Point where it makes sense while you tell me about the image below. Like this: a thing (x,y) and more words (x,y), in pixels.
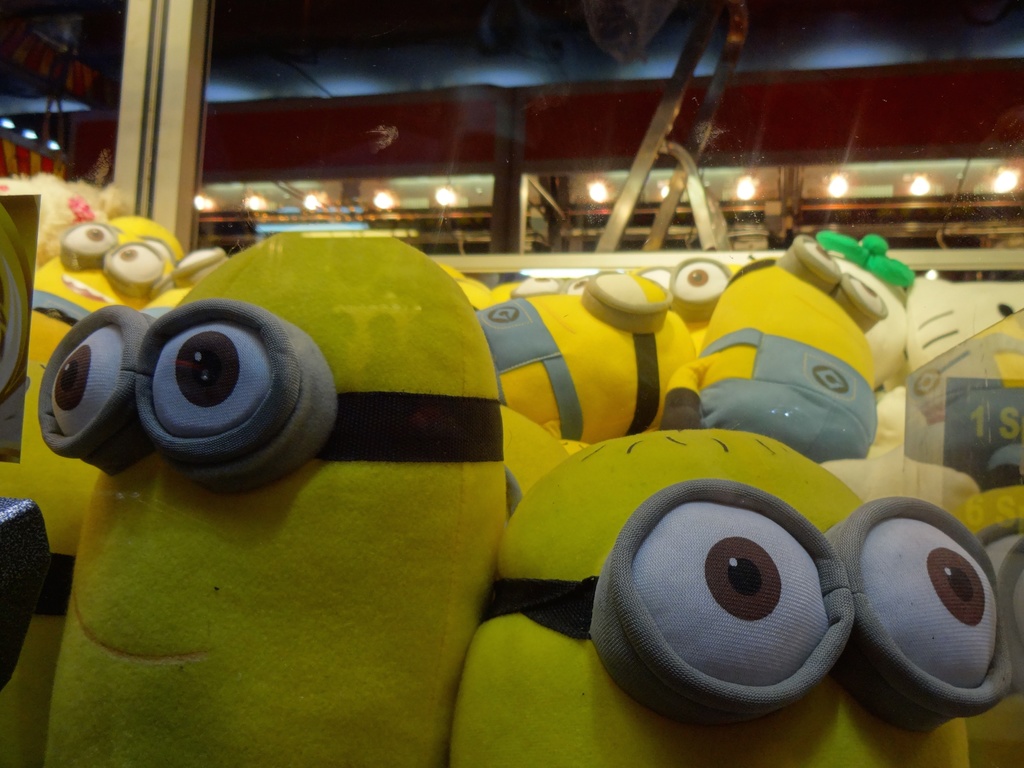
In this picture I can see number of soft toys (680,607) in front (692,667) and I see the lights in the background (1001,181).
